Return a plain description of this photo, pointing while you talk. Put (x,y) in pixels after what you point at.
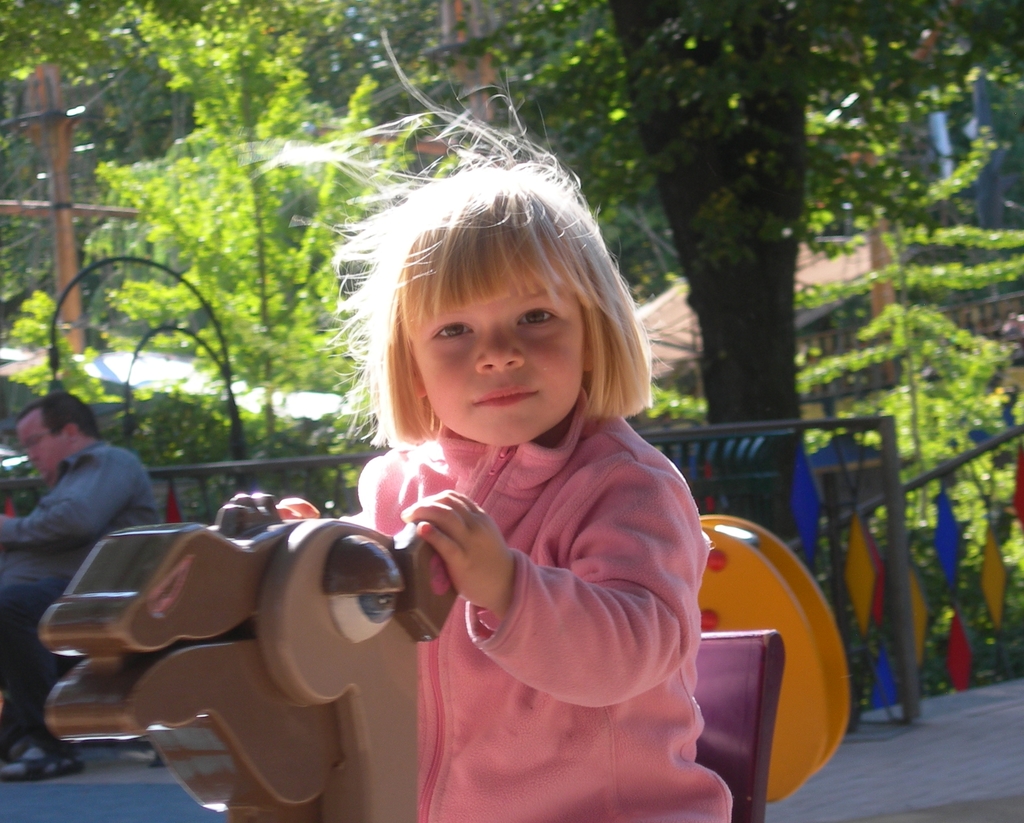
In this image I can see a kid (529,426) is sitting on the toy horse (404,704). In the background (209,461) I can see a person (110,466) is sitting on the bench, trees (957,380), pole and plants (972,487). This image is taken during a day.
